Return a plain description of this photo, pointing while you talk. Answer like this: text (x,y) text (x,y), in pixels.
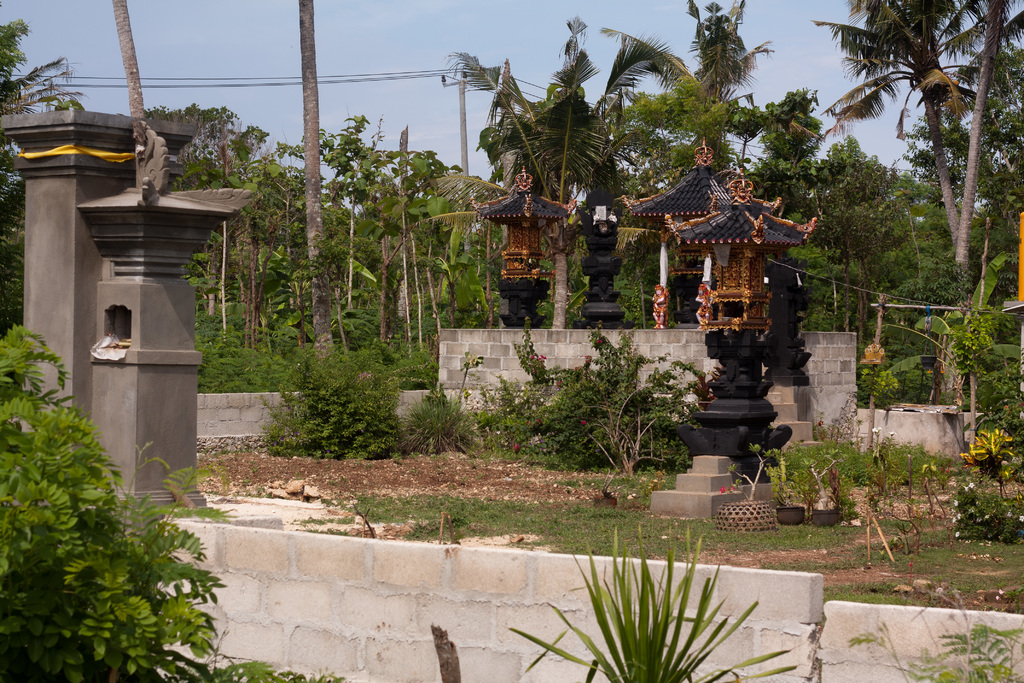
In the picture I can see trees (652,250), poles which has wires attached to them, plants (570,464), the grass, wall fence (534,567), pillars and some other objects (693,497). In the background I can see the sky (598,79).
